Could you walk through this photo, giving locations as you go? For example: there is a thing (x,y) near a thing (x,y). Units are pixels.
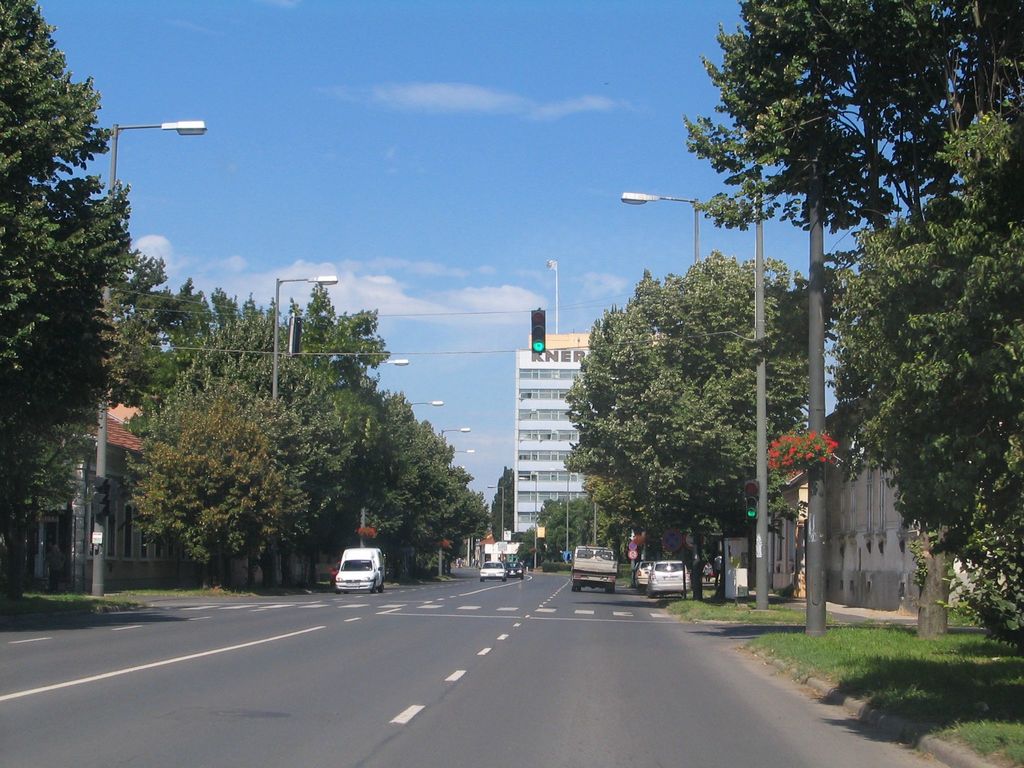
In this image there are trees (25,397), poles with lights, buildings (140,567), vehicles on the left (121,557) and right corner (869,488). There is a road (603,732) at the bottom (446,733). There are vehicles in the middle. There are buildings (538,442) in the background (537,424). And there is sky (480,302) at the top (492,183).
